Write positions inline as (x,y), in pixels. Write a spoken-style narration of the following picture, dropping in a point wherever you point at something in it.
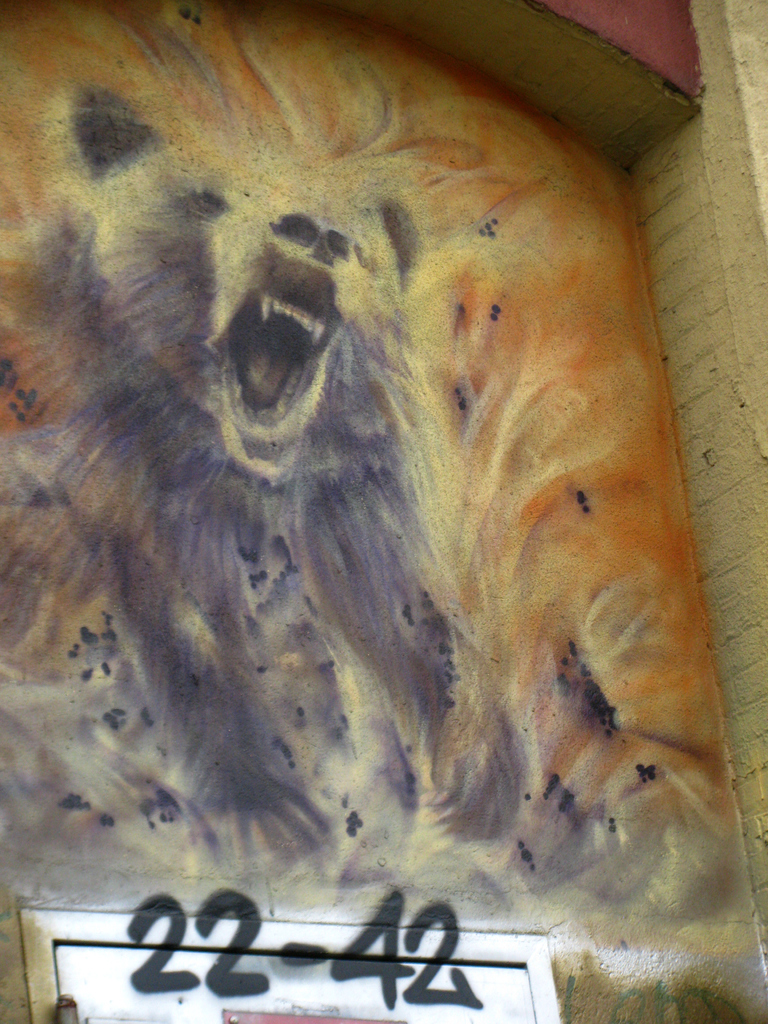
In this image I can see a painting (133,455) of an animal (148,499) on the wall (484,398) and the animal (402,430) is in black color and the wall (696,389) is in cream color and I can see something written on the image.
